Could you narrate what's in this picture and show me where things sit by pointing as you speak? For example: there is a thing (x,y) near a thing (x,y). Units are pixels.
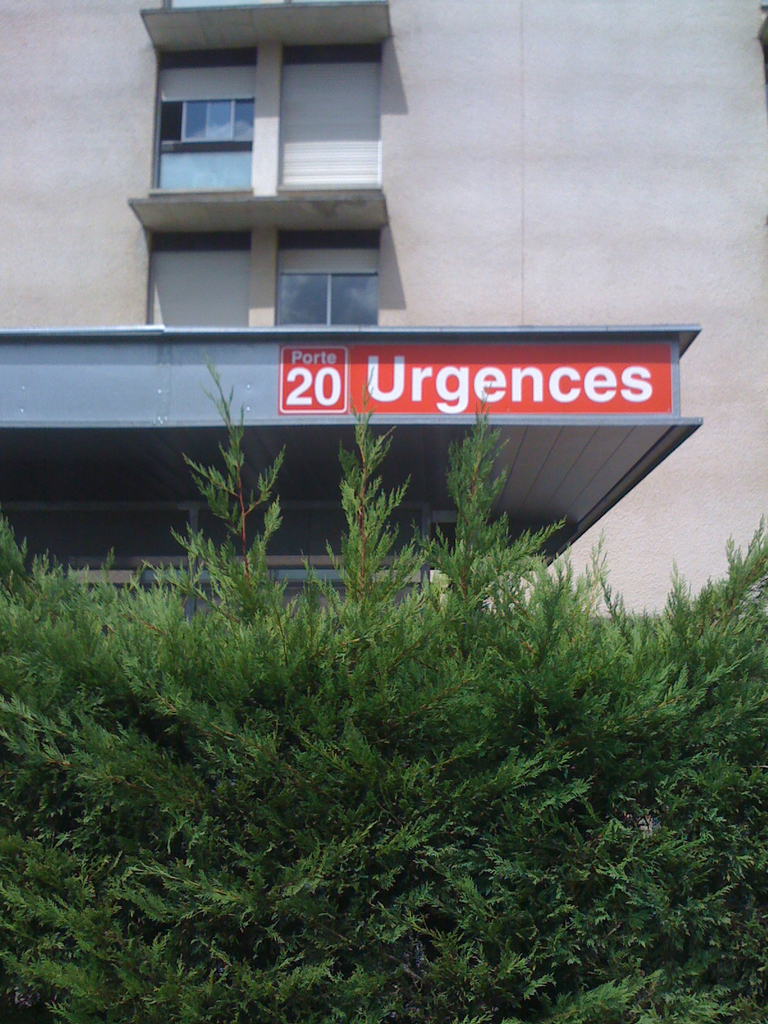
There are plants (386,811) at the bottom of this image (380,869) and there is a building (69,251) in the background (311,268).
